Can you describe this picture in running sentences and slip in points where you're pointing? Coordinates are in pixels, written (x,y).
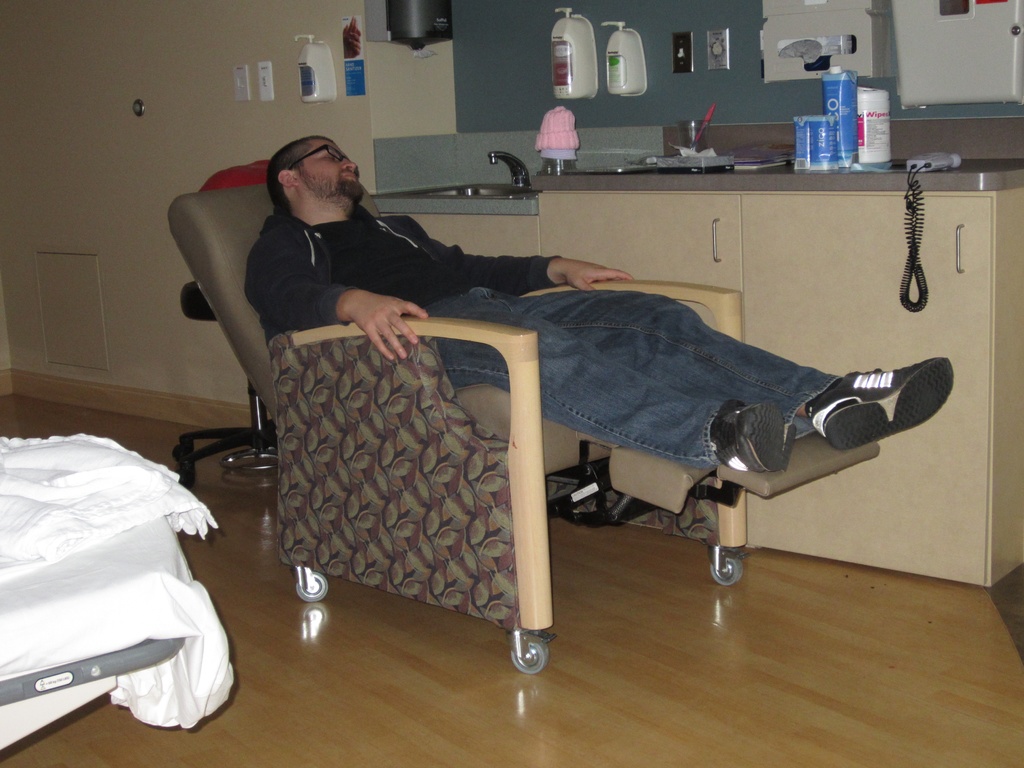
As we can see in the image there is a wall (95,374), bed (140,461), a man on chair (354,348), telephone (913,179) and a sink (455,195).
